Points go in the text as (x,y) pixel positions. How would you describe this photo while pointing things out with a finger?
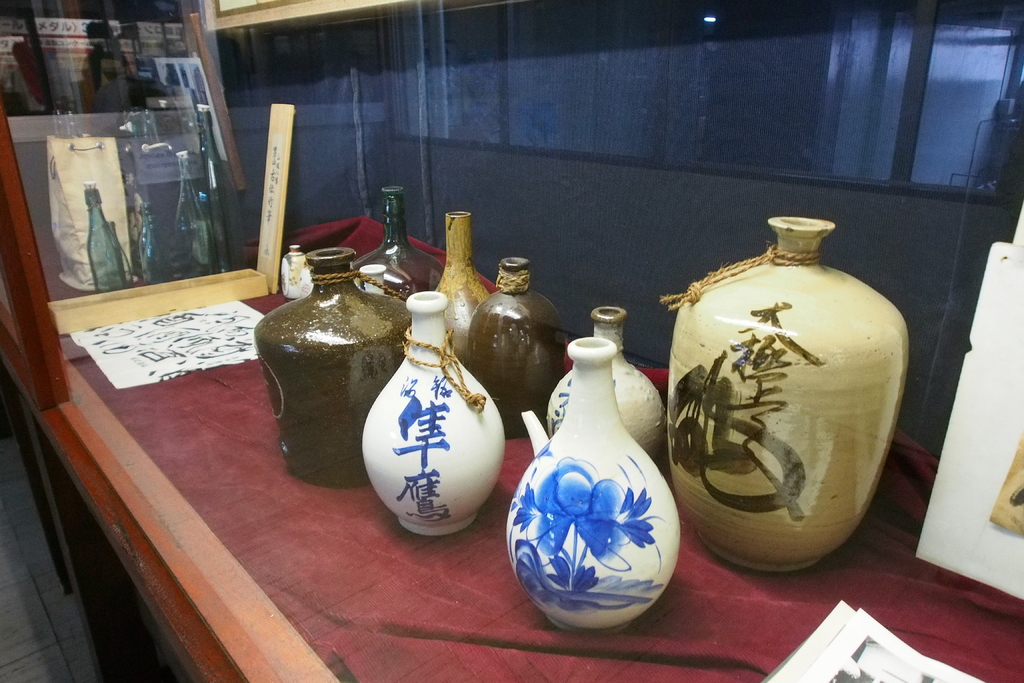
This picture is mainly highlighted with a painted pots (318,327) on a table (582,645). These are papers (881,671). This is a reflection (213,218) of pots (106,236) on a glass (145,219).
